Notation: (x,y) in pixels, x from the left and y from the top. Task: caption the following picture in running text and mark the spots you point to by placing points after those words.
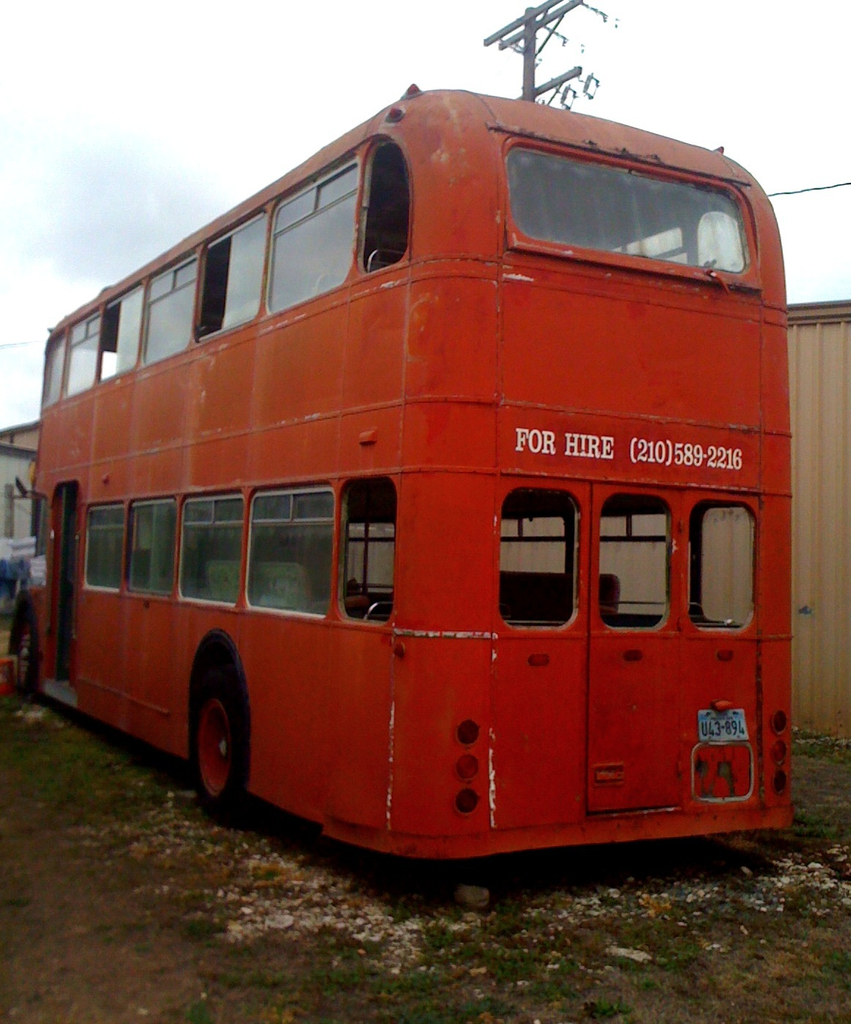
In this picture we can see red color double Decker bus (403,513) is parked in the front (778,366). Behind there is a shed (813,436) and electrical pole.
